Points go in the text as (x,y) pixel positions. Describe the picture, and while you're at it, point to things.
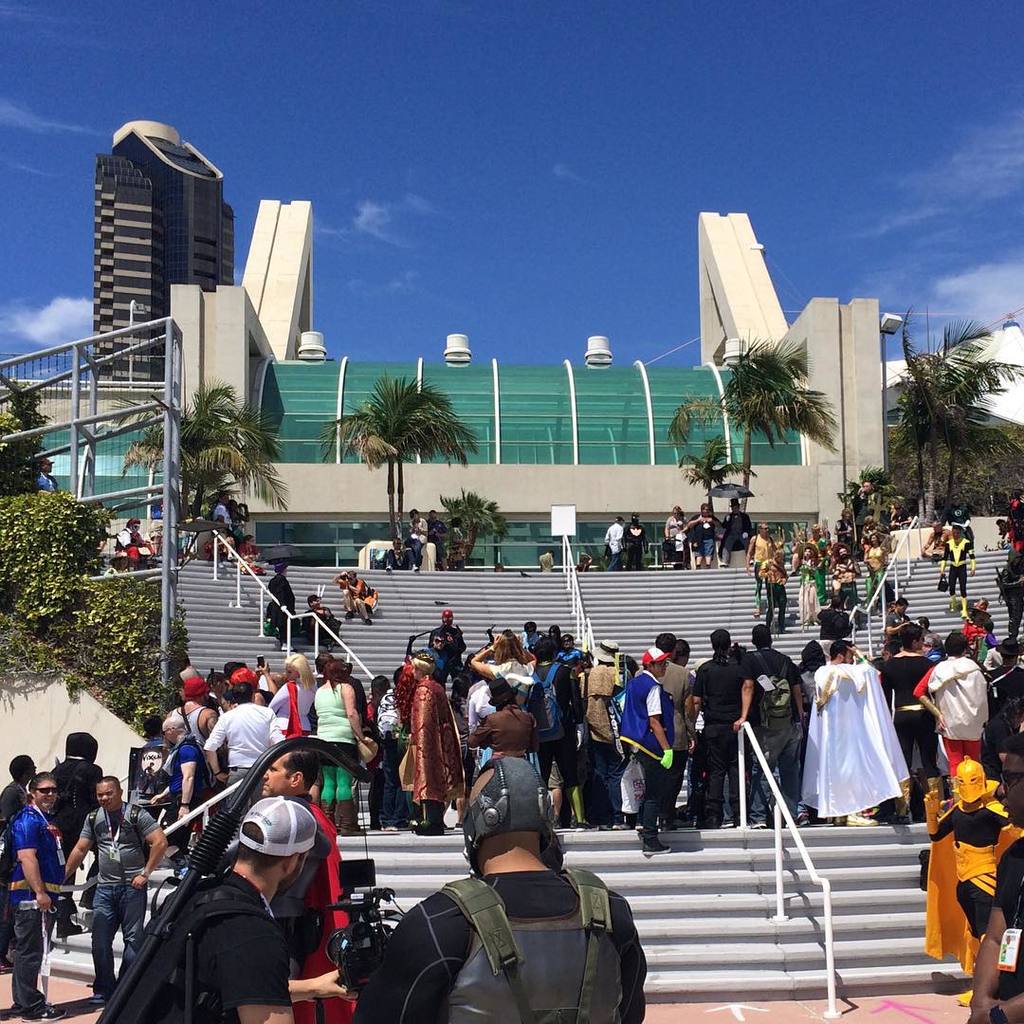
In this image we can see building (366,527), trees (405,406), persons (706,552) sitting on the steps (652,940), persons (86,764) standing on the floor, persons (612,728) standing on the stairs (481,576), railings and sky (255,115) with clouds (20,107).
